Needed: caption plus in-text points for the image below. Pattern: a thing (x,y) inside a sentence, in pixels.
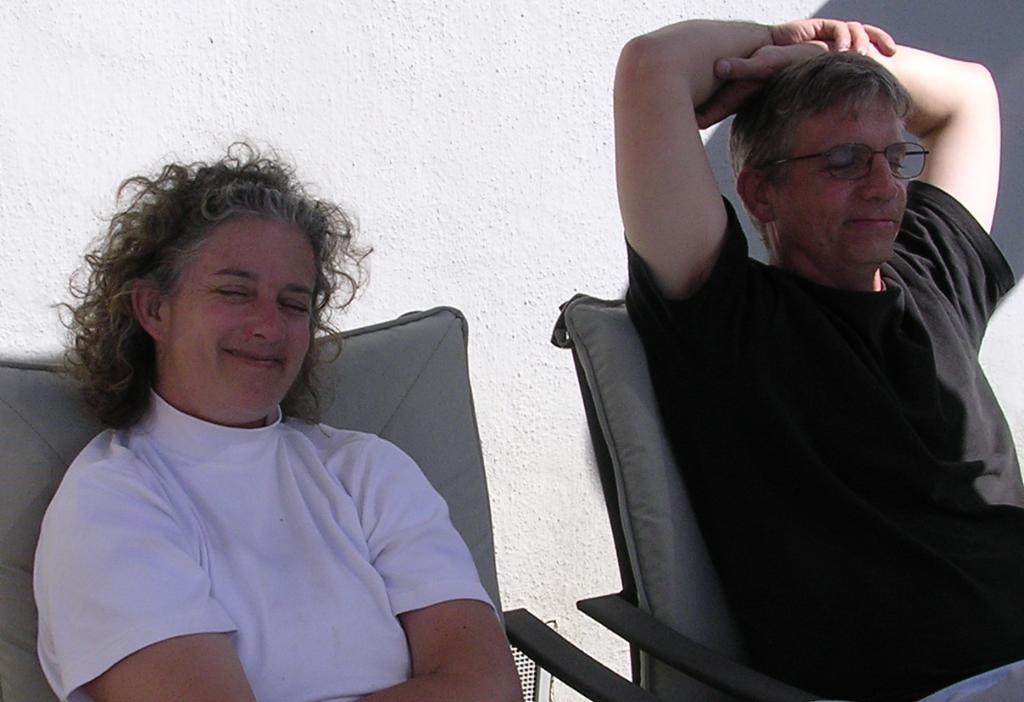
In this image I can see there are two persons (248,619) sitting on the chair (415,341) and smiling. And at the back (9,214) there is a wall (491,348).
